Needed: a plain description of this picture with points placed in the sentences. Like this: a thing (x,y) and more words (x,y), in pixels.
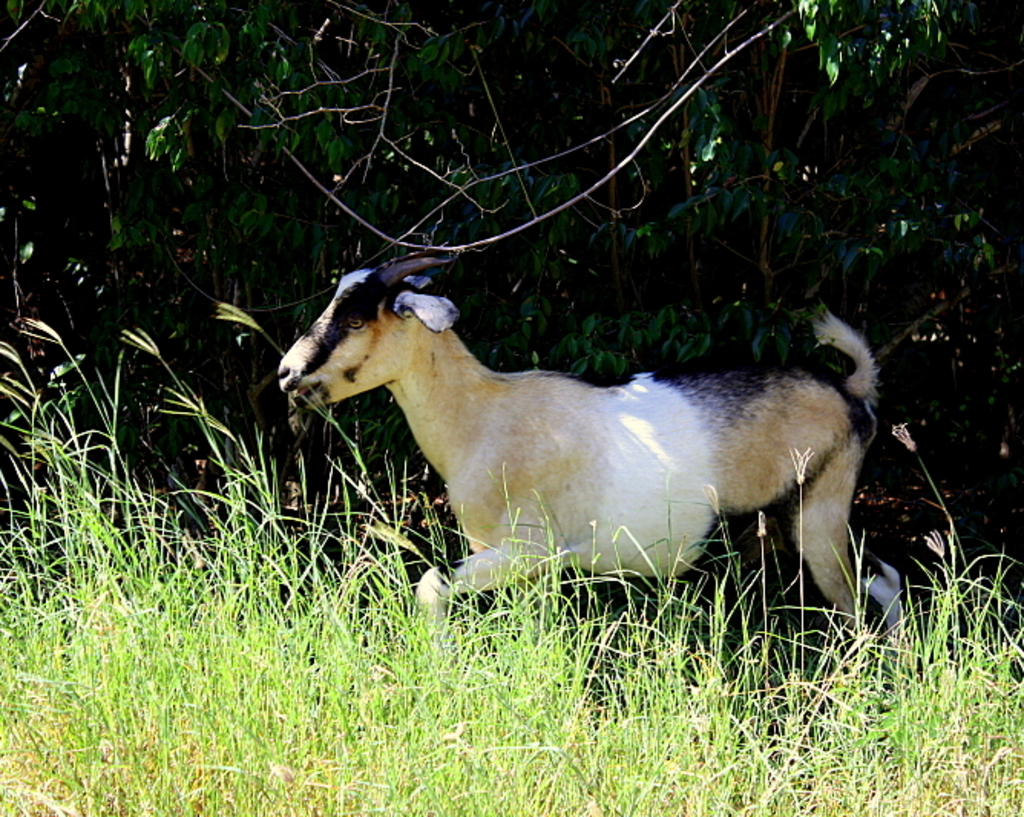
In this image I can see an animal (471,477) in white, cream and black color and I can see the grass (203,551) and trees (312,148) in green color.
